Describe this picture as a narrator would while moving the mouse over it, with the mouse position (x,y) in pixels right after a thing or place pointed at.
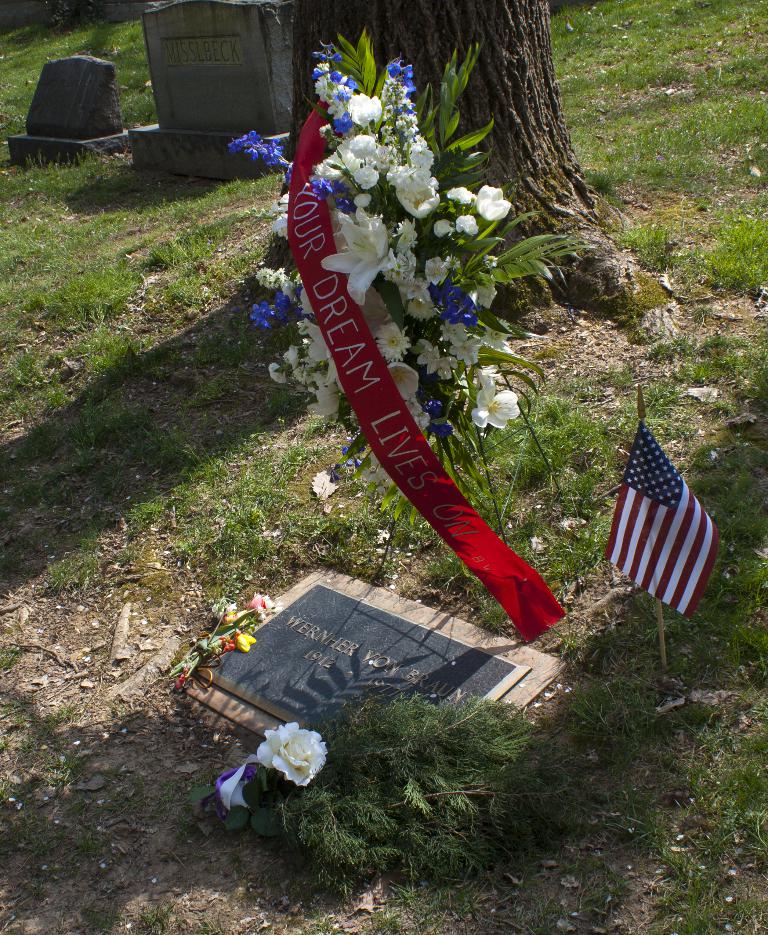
In this image there is a gravestone (384,636) on that there is text (347,655) beside the stone (373,639) there is a bouquet (403,190), flag (662,622) and flowers (392,352) and a ribbon (394,438), in the background (159,418) there is grassland (159,418), tree (424,78), and stones (182,117).
